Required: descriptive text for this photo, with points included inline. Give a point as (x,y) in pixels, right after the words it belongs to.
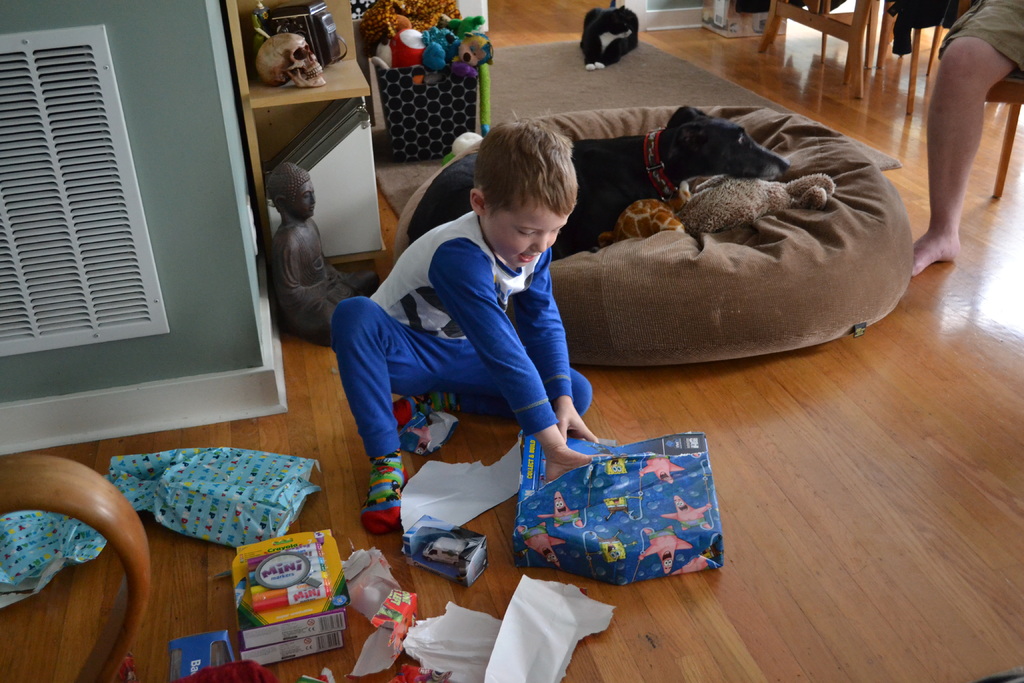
In this image we can see a boy (462,313). Also there are some packets (223,524). In the back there are some packets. And there is a bean bag (656,295). On that there is a dog (656,180) and toys (715,210). In the back (418,48) there are toys (482,24) and we can see a skull (295,58). Also there are chairs (866,55). And we can see leg (957,199) of a person (965,68). And there is a carpet (644,84). On that there is a cat (607,42).
